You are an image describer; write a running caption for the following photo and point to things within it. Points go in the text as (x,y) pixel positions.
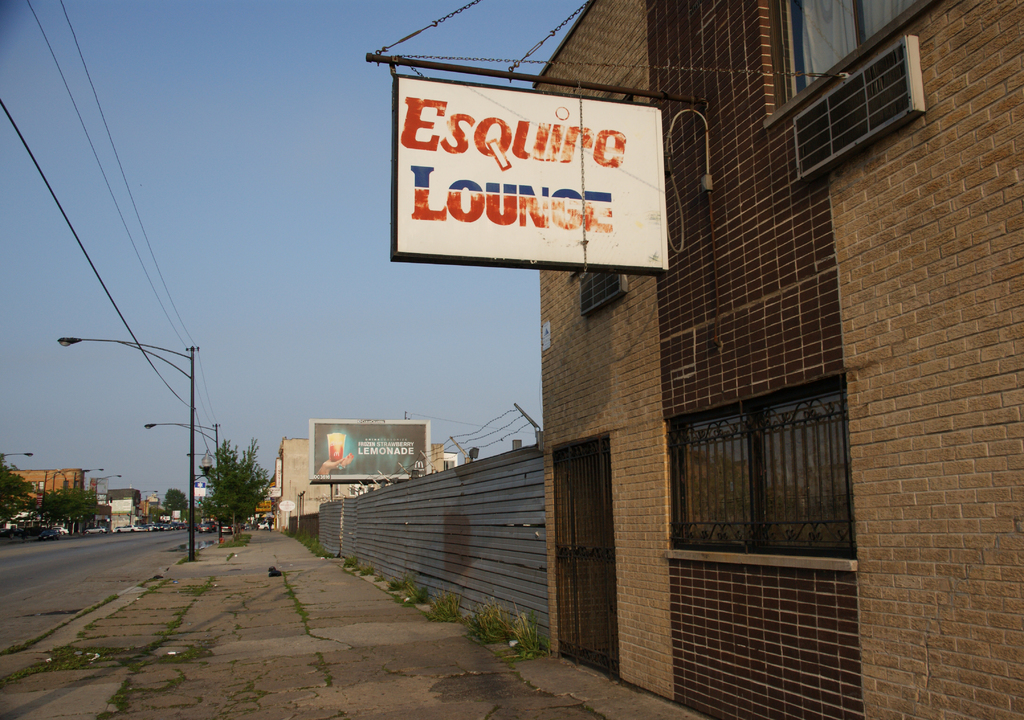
This picture is clicked in the city. On the right side (813,368), we see a building (665,455) in brown color. We see a board (481,163) in white color with some text (524,135) written on it. Beside that, we see a fence (422,517). There are street lights (180,354), wires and electric poles (195,523). There are trees (76,517) and buildings (43,491) in the background (44,521). We even see cars (181,529) moving on the road (175,545). At the top of the picture (224,133), we see the sky (224,133).
